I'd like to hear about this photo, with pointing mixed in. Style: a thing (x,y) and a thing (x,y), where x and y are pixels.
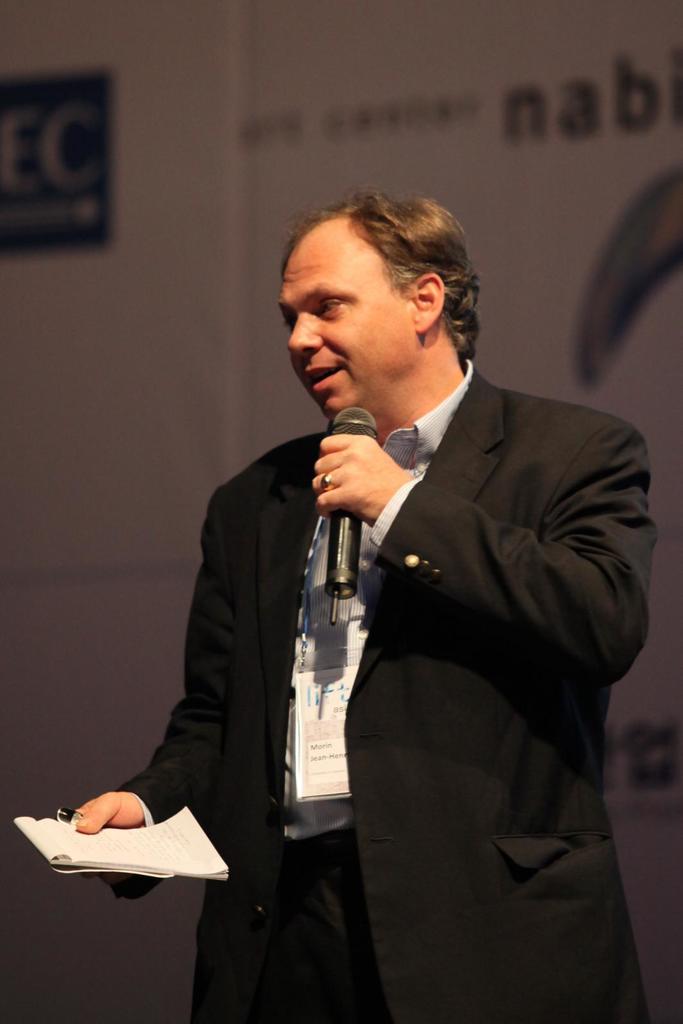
In this image there is one man (287,539) who is standing and he is holding a book (205,865) and mike (346,569), it seems that he is talking.
